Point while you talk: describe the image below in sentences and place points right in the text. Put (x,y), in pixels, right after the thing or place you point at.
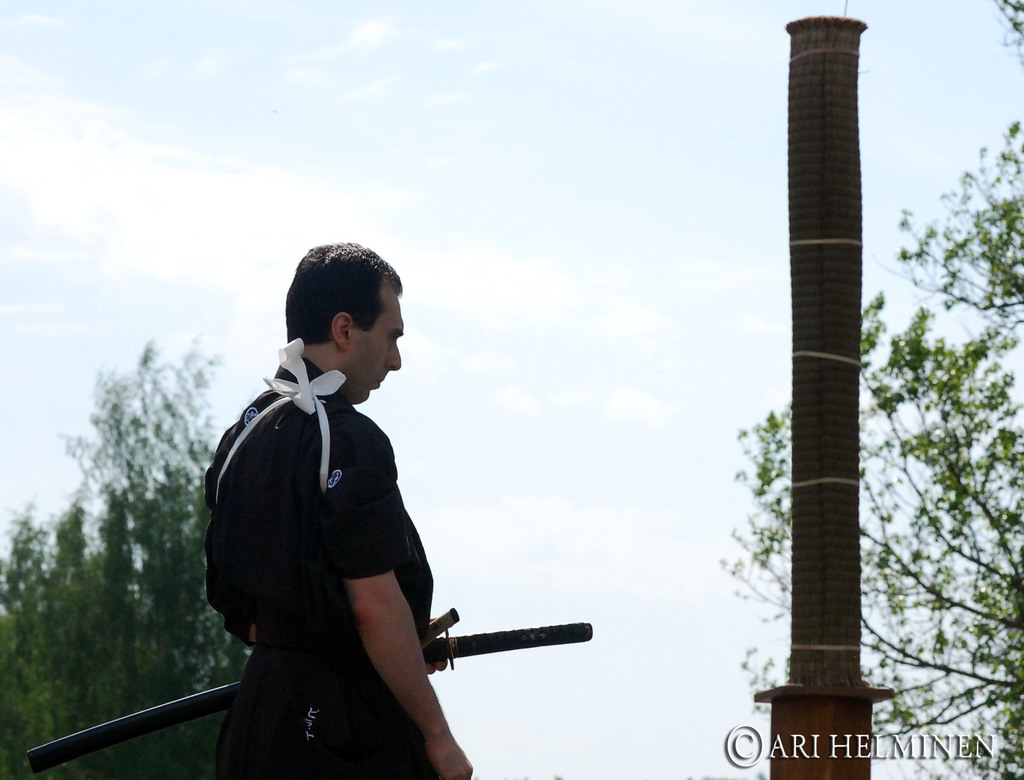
In this image we can see a man (263,393) on the left side (267,459) and he is holding a sword (81,745) in his hand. In the background (87,402) there are trees (893,663), poles (855,313) and clouds (58,156) in the sky (740,367).
